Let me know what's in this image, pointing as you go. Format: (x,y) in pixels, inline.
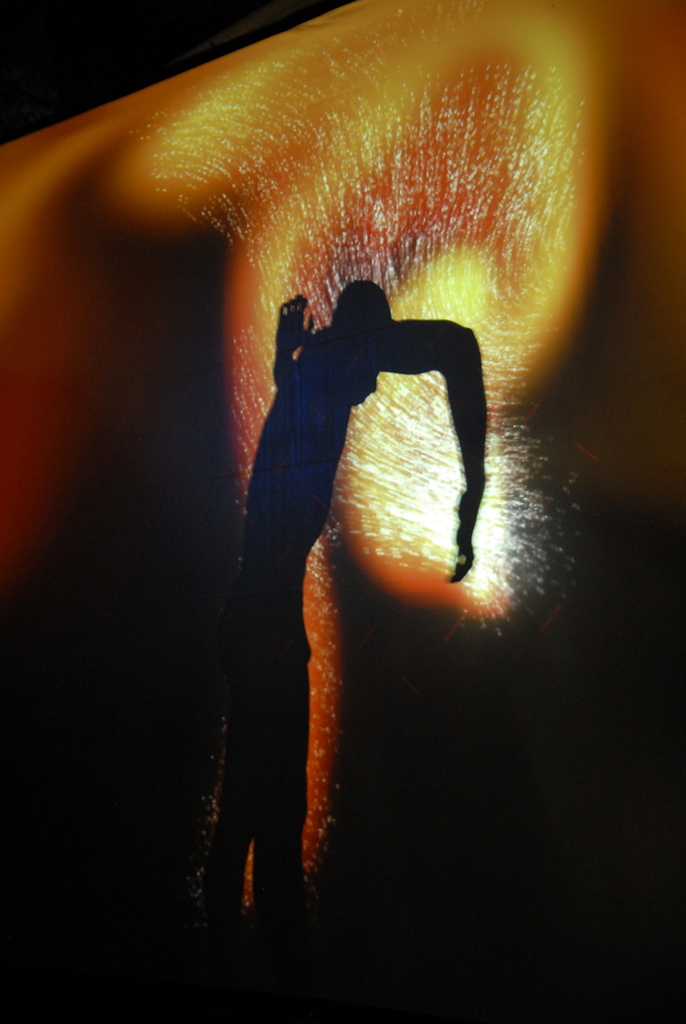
This is a painting having a shadow (414,355) of a person (414,364). And the background (639,630) is dark in color.
